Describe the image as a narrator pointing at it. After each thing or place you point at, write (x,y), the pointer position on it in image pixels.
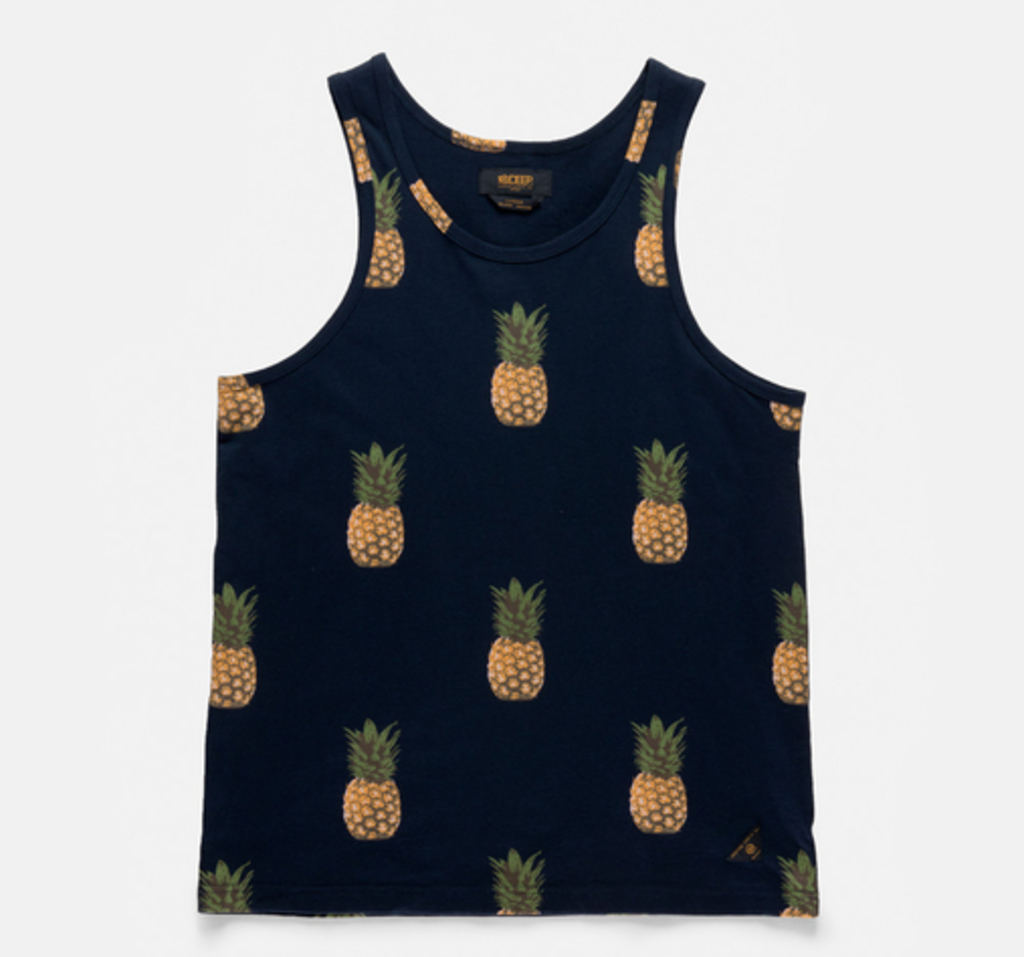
In the center of the image (557,505) we can see a tank top (641,463) with pineapple prints (494,383).
